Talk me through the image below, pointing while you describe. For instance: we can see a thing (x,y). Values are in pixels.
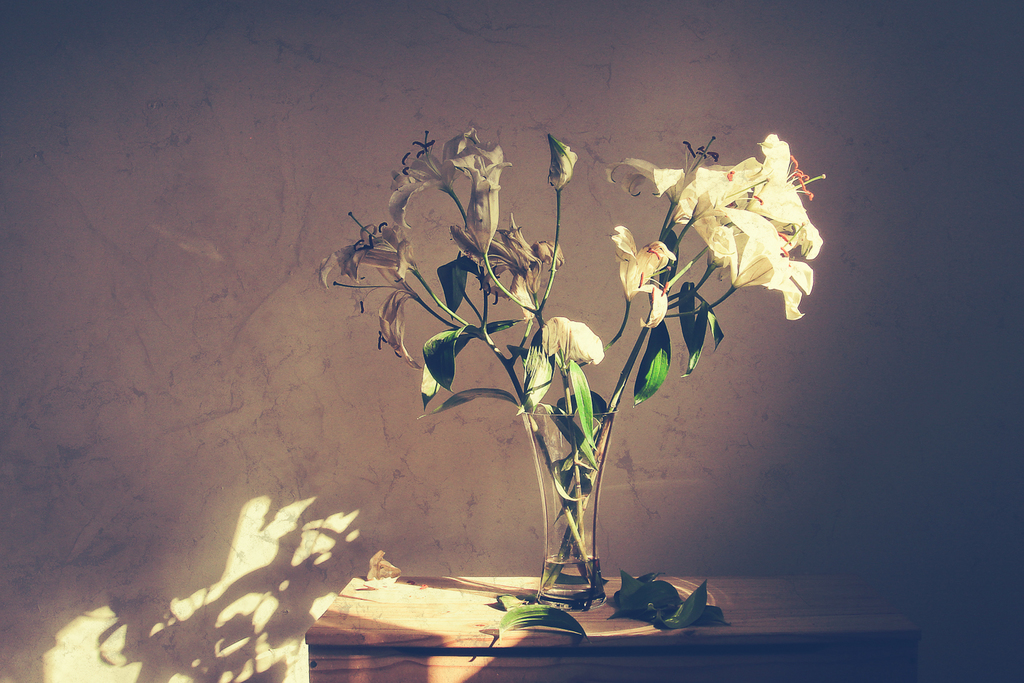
In this image there is a table (583,616) and we can see a flower vase (578,572) placed on the table (546,655). There are leaves (647,596) on the table (509,635). In the background (330,184) there is a wall (304,207).
